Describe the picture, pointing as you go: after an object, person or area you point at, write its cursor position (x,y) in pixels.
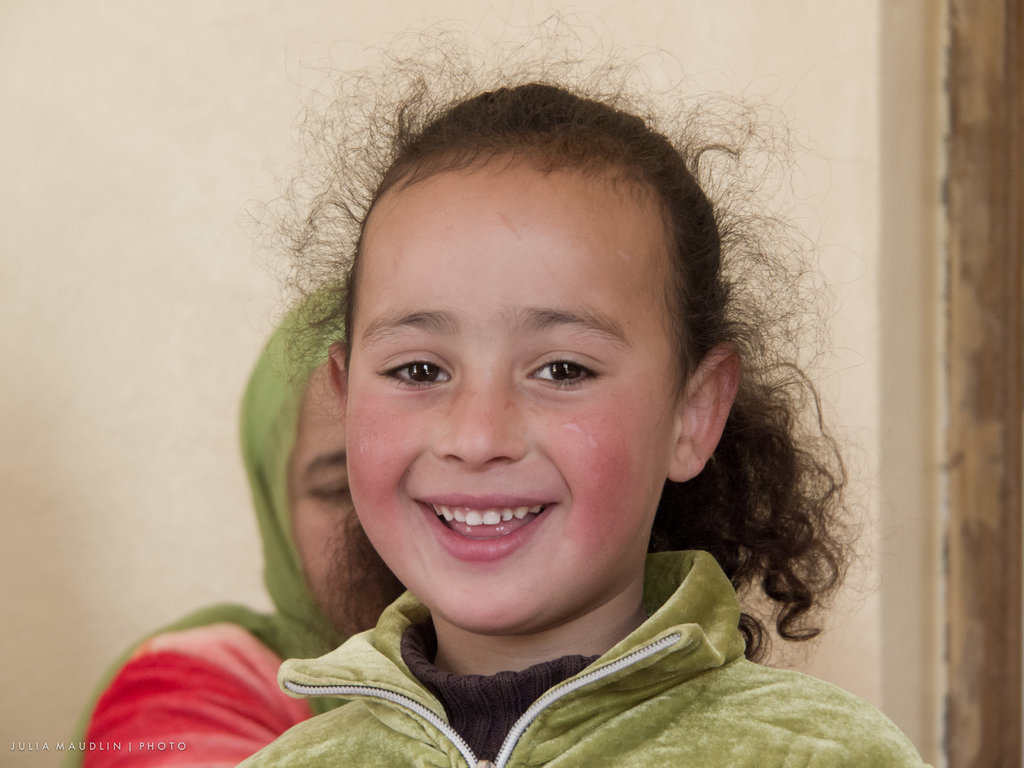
In this image a girl (599,475) is smiling and she is wearing green color hoodie (364,738) and brown color T-shirt (487,711), behind her there is woman (282,615) and in the background (269,76) there is wall (775,42).
